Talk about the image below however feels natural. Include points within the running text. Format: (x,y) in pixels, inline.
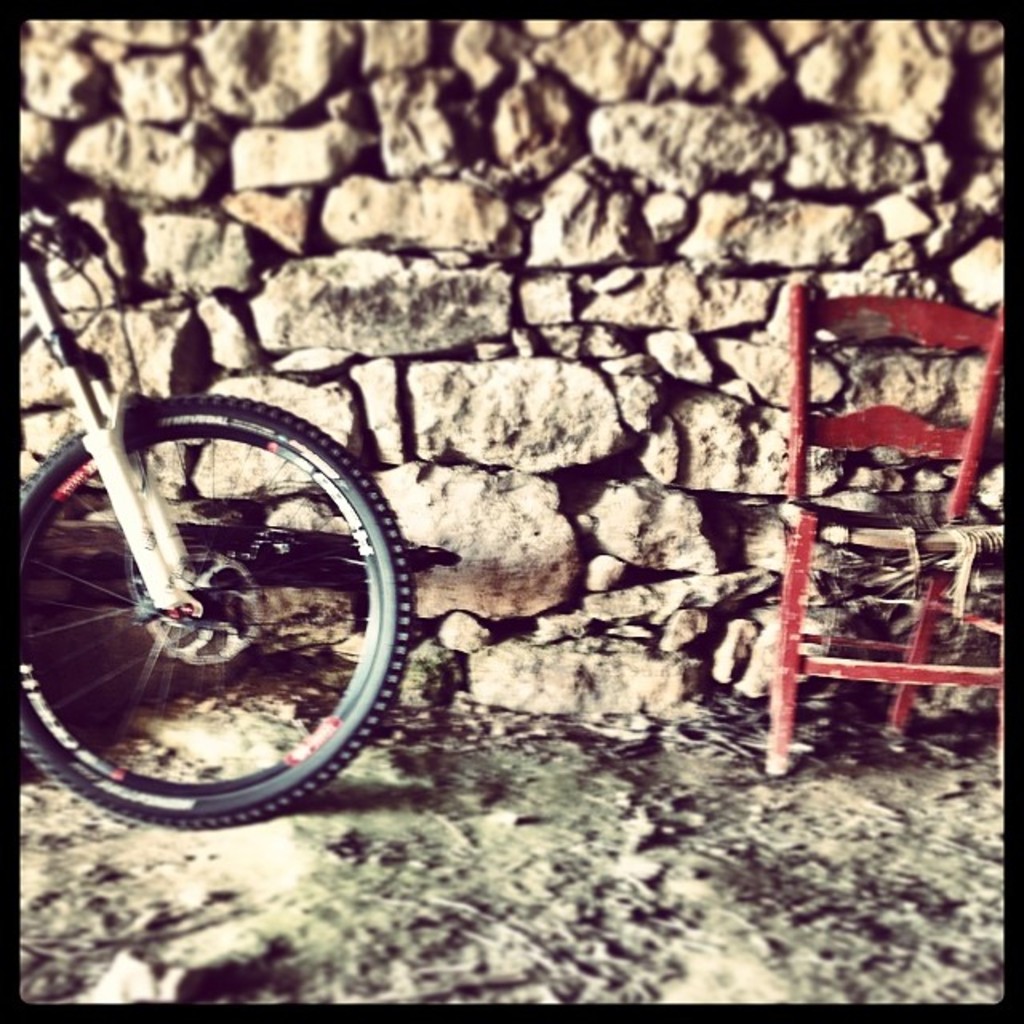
In this picture there is a red chair (877,559) which is placed near to the stone wall (671,368). On the left (228,406) I can see the bicycle (228,406).
